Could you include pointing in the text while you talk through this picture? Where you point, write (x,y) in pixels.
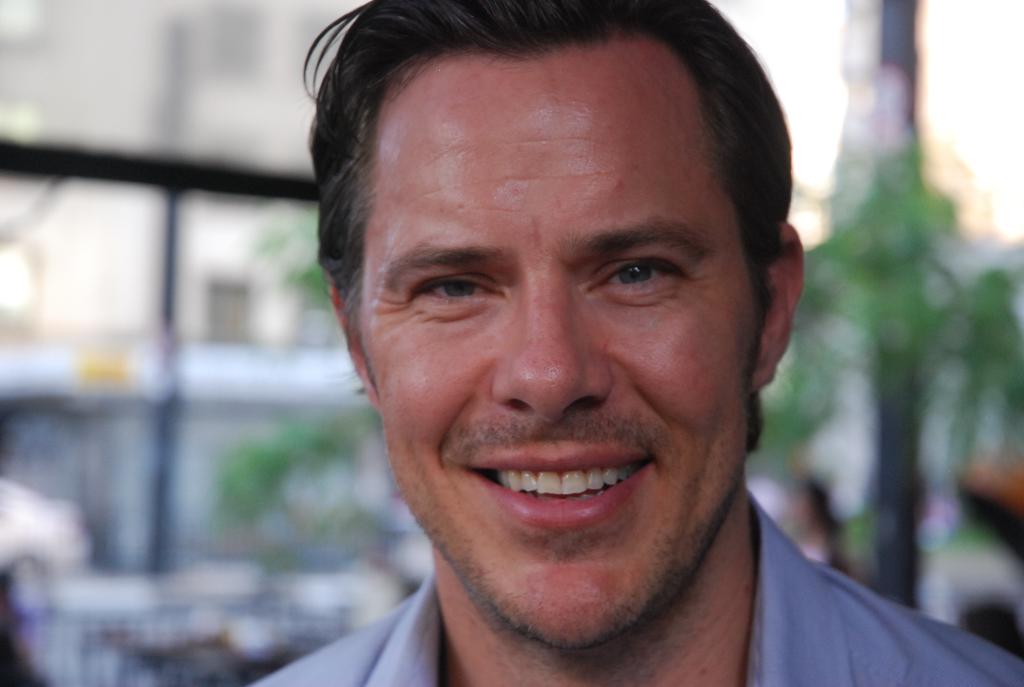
In this image we can see a man (404,273). In the background (207,498) we can see sky (830,7), trees (901,242) and an iron grill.
